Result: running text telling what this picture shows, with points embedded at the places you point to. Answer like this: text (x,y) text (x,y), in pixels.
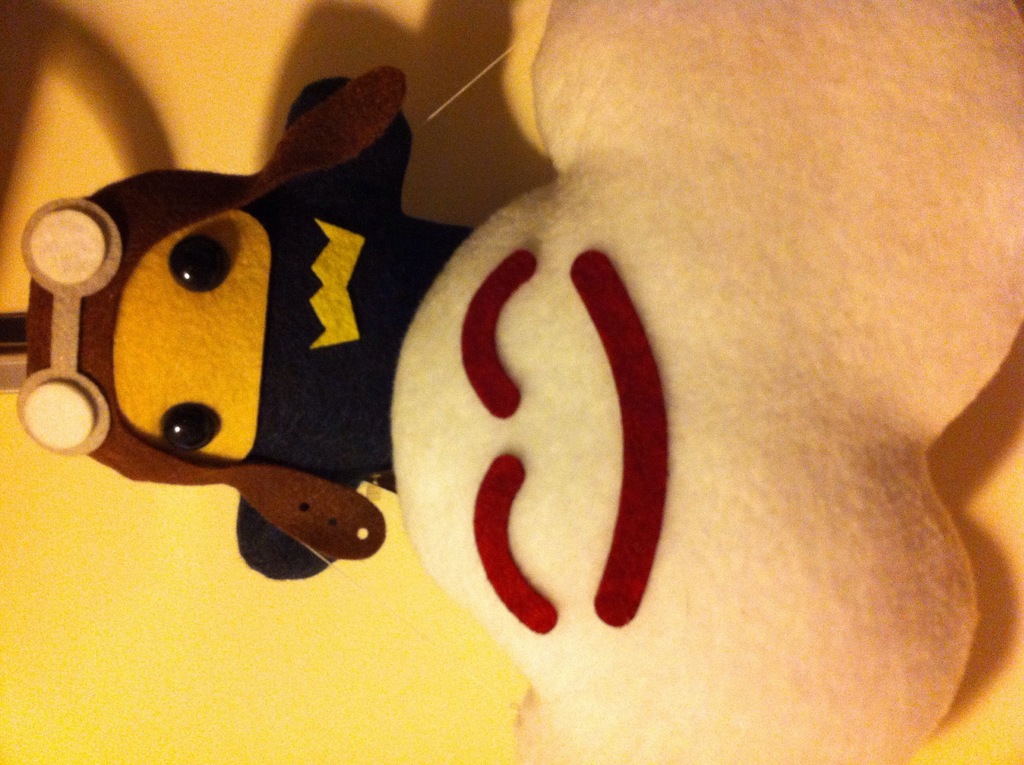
In this picture we can see there are two toys (257,361) and shadows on the yellow surface (184,630).
